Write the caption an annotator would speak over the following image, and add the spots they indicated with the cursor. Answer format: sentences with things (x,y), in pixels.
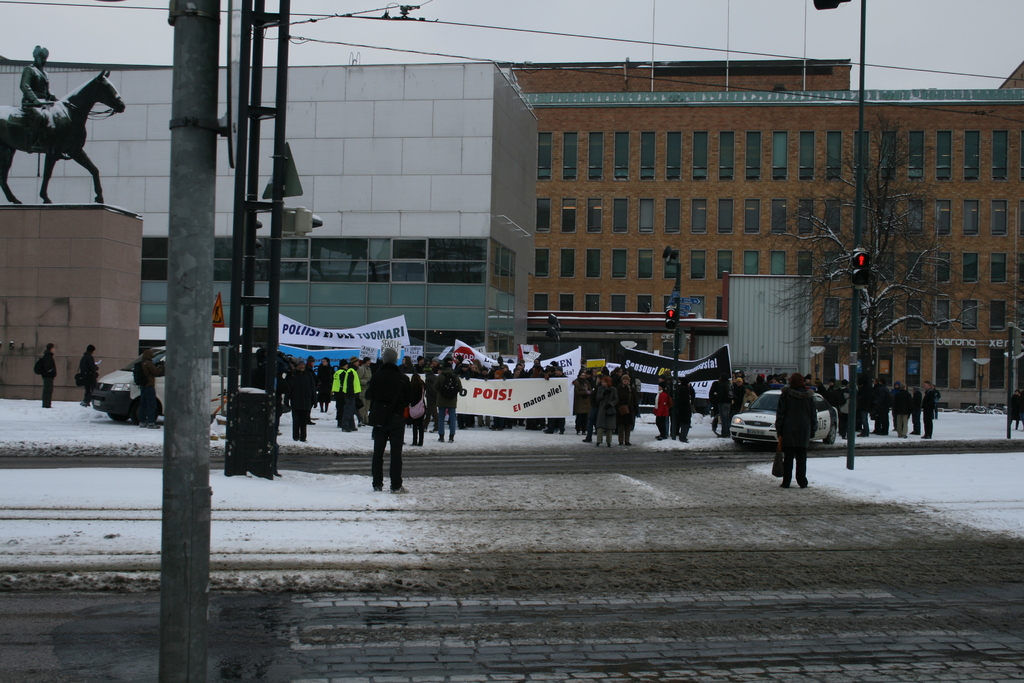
In this image I can see the snow (583,541) on the road (580,517). I can see the vehicles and the group of people (398,391) standing to the side of the road (492,451). I can see few people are holding the board (554,407). To the left (75,124) I can see the statue (58,129) of person (40,127) on the horse (54,136). In the background (403,327) I can see the banners (351,338), buildings (598,188) with windows (543,132) and the sky (472,39).
